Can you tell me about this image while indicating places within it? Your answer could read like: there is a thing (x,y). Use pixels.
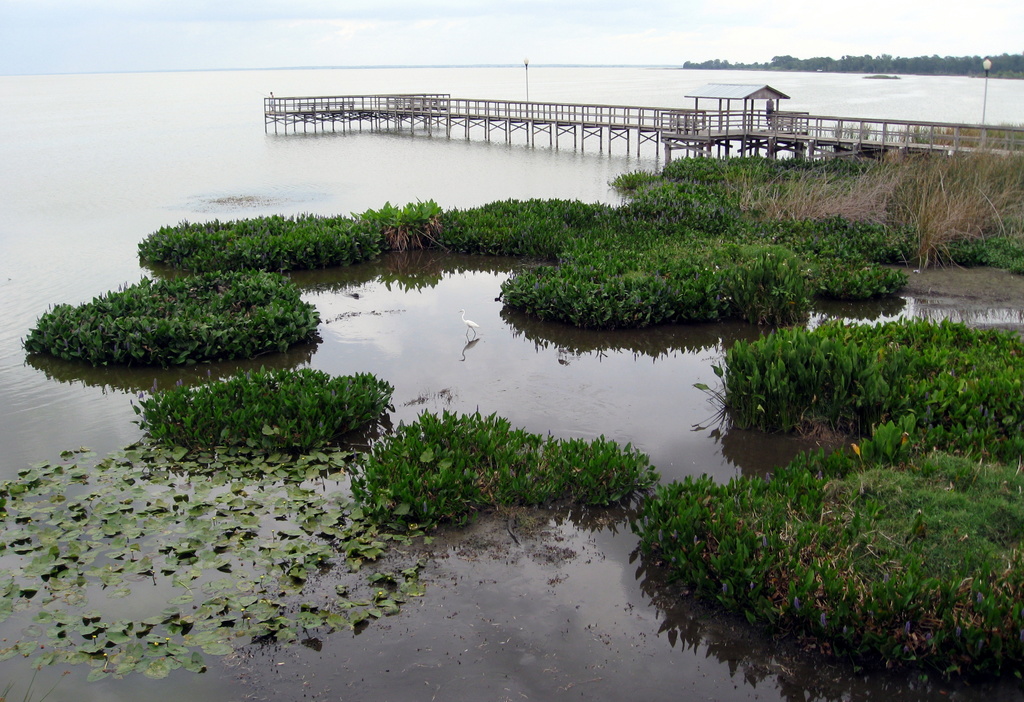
In this image there is a bird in the water (336,346) and plants (169,246), leaves (582,497), there is a bridge (766,121) on the river (274,361). In the background (557,51) there are trees (962,75), few street lights (527,83) and the sky (239,53).
